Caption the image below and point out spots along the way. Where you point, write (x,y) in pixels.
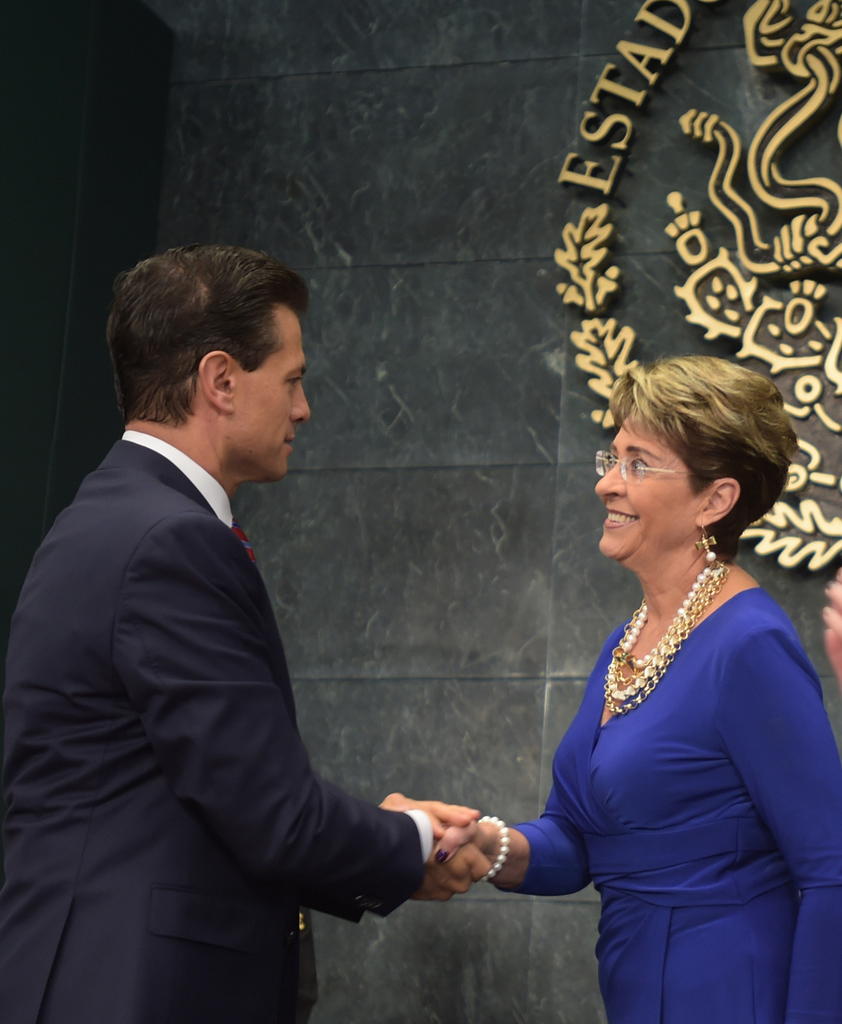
In this image there is a person (174,529) wearing a blazer (179,655). He is holding the hand (453,853) of a woman (573,793). She is wearing a blue dress (698,836) and spectacles (632,473). Background (452,331) there is a wall (704,293) having some text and few images (832,354). Right side (827,609) a person's hand (841,665) is visible.
